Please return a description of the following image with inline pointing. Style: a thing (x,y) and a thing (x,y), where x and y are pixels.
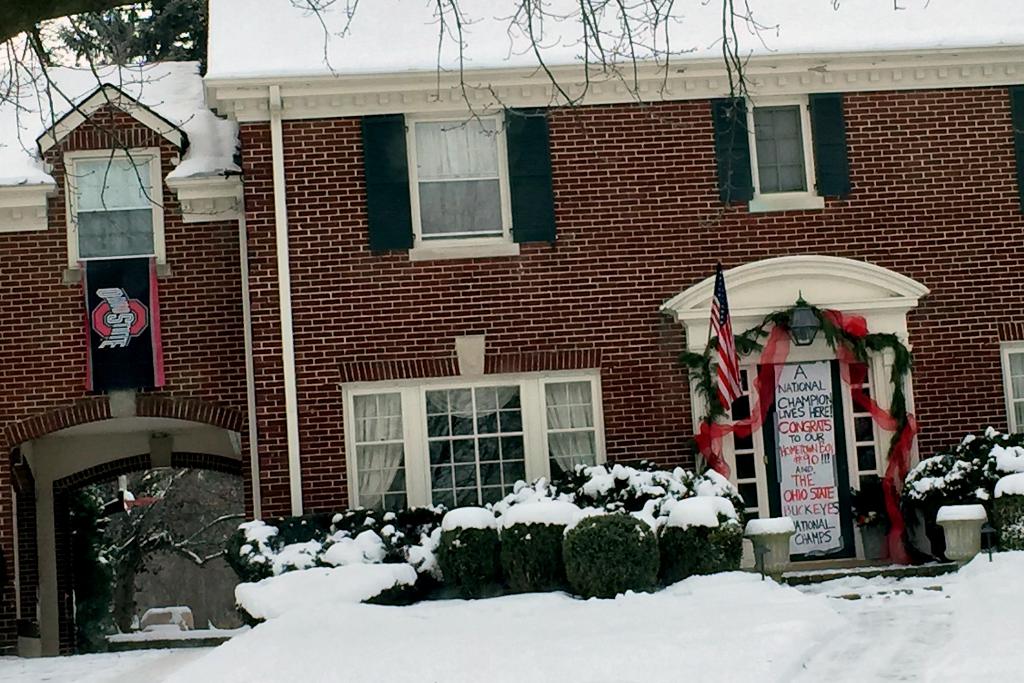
In this picture there is a house (532,91). In the foreground (510,528) picture there are plants (518,539) and snow (553,640). In the center of the picture (460,254) there are windows (478,180), door (783,394), flag (720,335) and brick wall (404,262). In the background of the left there are trees (137,551).
